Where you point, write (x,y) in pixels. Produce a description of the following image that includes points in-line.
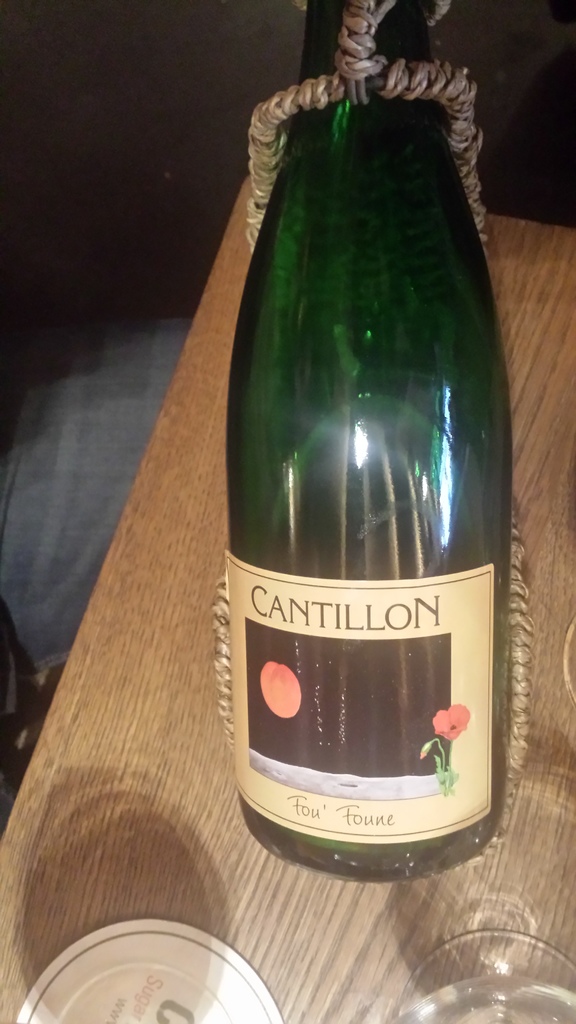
In this image I can see a wine bottle (339,558) tied with the rope (423,74) and it is on the table (419,934).
